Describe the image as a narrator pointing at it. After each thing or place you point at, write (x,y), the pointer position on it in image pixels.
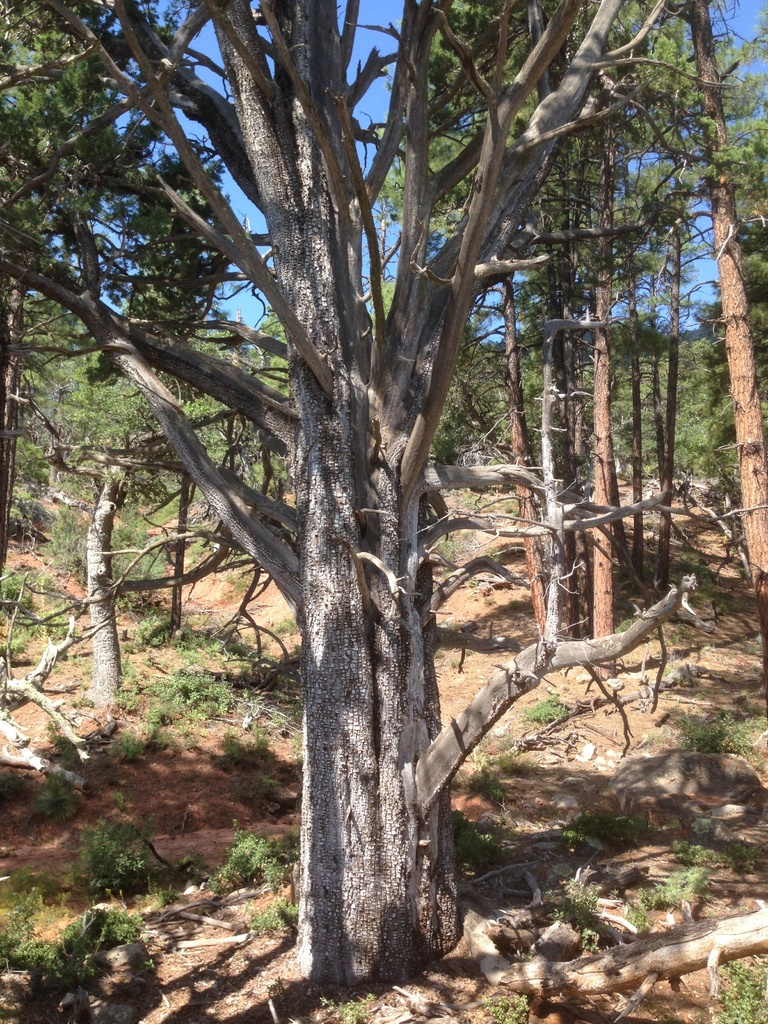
In this image, there are trees (754,497) and plants (583,818). In the background (262,213), I can see the sky (238,200).
